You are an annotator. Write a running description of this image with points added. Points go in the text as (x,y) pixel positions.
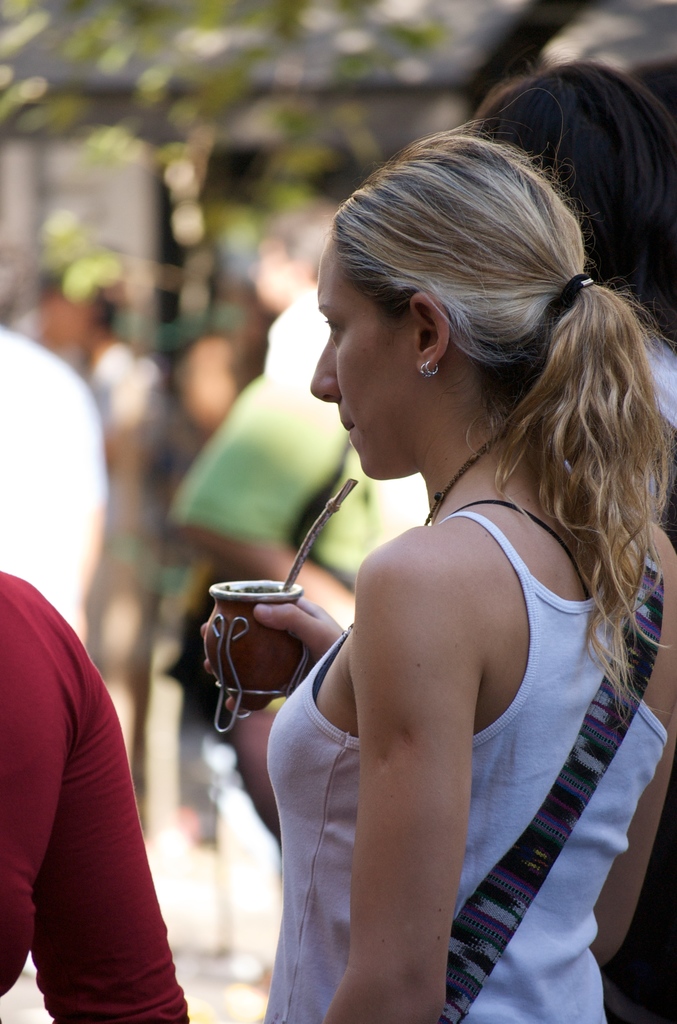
In foreground of the image (512,736) we can see a woman (512,753). She is wearing a white color top (520,711), carrying bag (497,930) and holding an object (286,601) in her hand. In the background (226,419), we can see people (215,403) and leaves (57,225). There is a person (55,749) on the left side of the image (47,776).
